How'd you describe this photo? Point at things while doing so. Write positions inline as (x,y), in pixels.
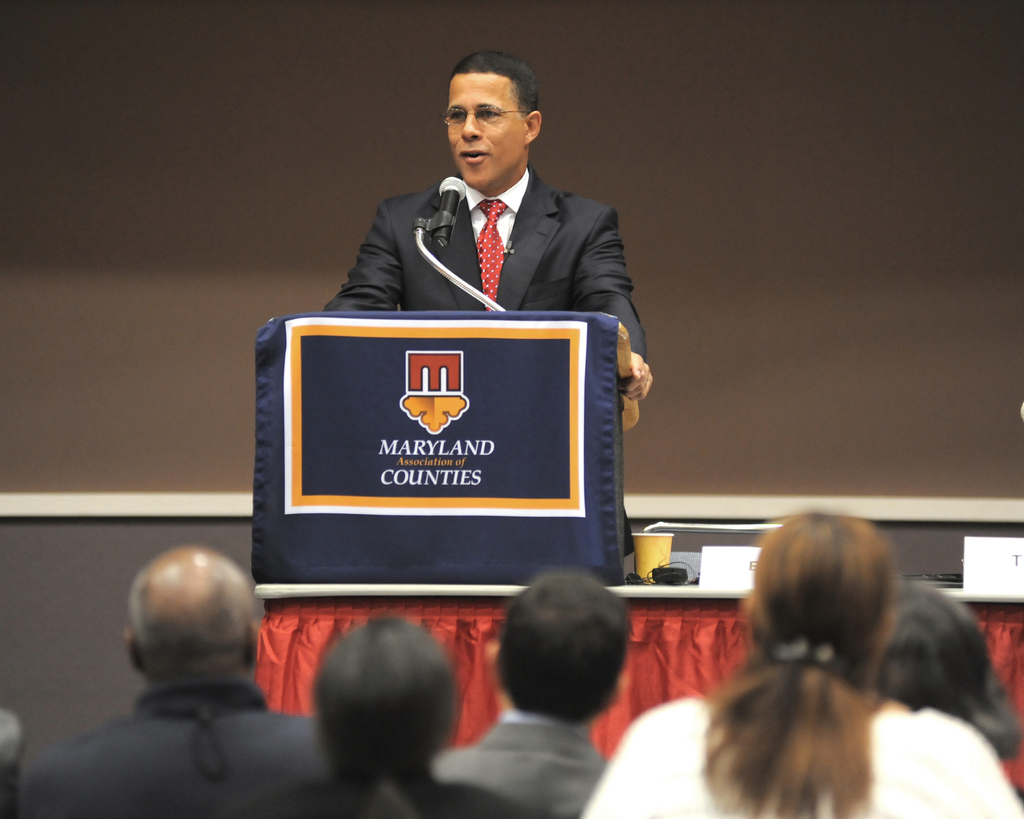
At the bottom of this image (348,702), there are persons (835,578) in different color dresses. In the background (501,129), there is a person (484,129) in a suit (370,250), standing in front of a box (307,313), on which there is a poster (443,314) and a microphone (454,201). This box (399,566) is arranged on a table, on which there are name boards (740,553), a glass (643,549) and other objects (919,577). And the background (113,327) is brown in color.
